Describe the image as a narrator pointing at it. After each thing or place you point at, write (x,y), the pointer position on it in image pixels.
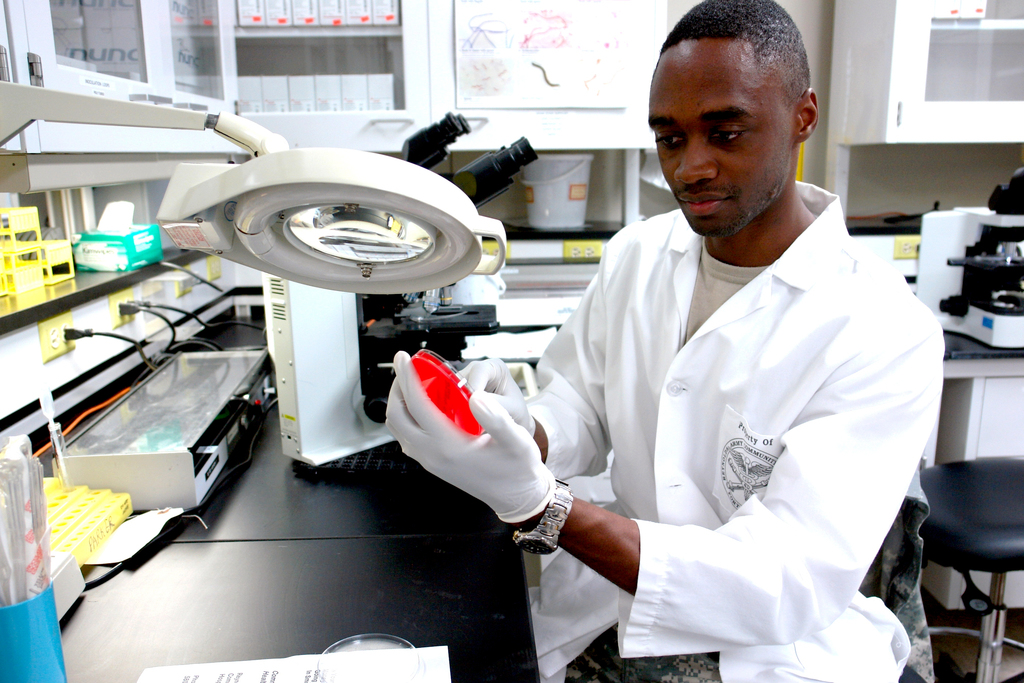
In the picture we can see a man (913,438) near the desk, he is with white shirt (797,670), gloves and holding some red color thing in the hand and on the desk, we can see some testing machines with wires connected to it and in the background (607,218) we can see a wall (591,217) with cupboards (359,132) and some things (551,208) are placed in it.
